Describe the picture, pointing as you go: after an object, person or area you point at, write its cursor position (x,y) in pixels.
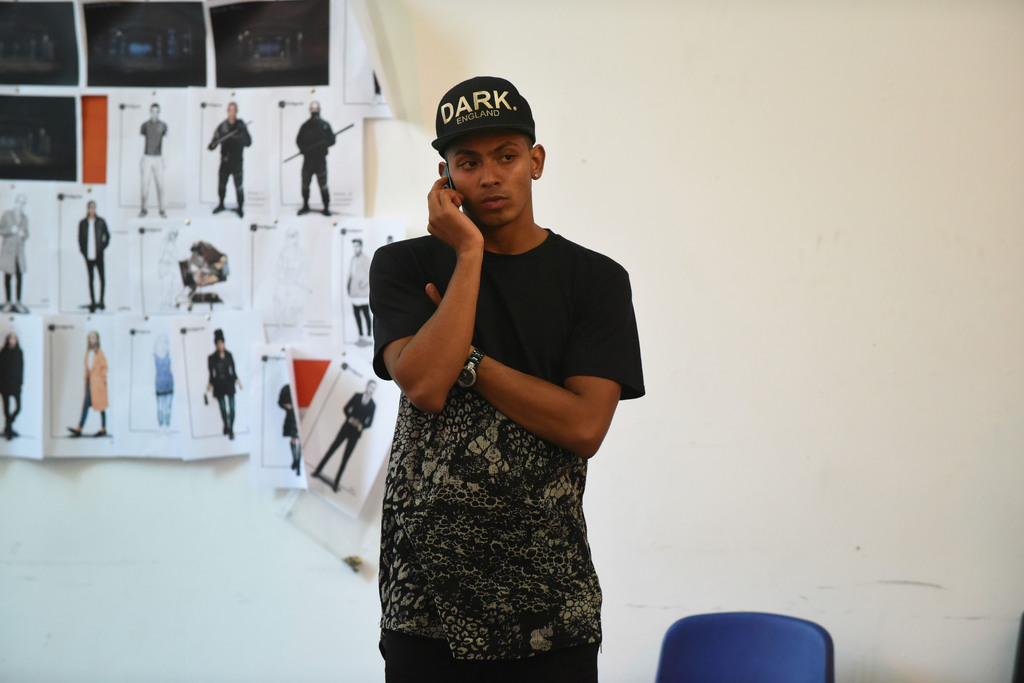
In the center of the image (558,340) we can see a man (558,340) is standing and holding a mobile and wearing a cap (483,121). In the background of the image (19,347) we can see the posters (346,226) on the wall (799,197). At the bottom of the image (754,663) we can see a chair (692,648).
